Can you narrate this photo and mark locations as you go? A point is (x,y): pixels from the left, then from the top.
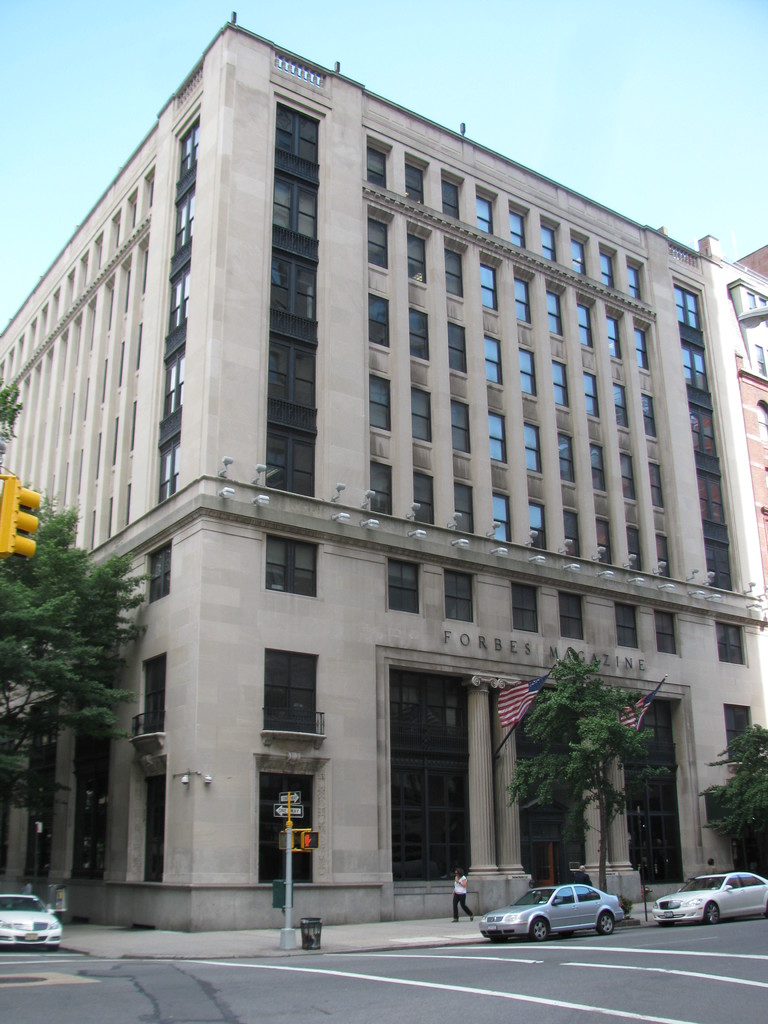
In this image there are cars (691,914) on a road (265,995) and a person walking on a footpath (202,934), in the background (369,874) there are trees (761,812) and buildings (371,162) and the sky (544,75).
